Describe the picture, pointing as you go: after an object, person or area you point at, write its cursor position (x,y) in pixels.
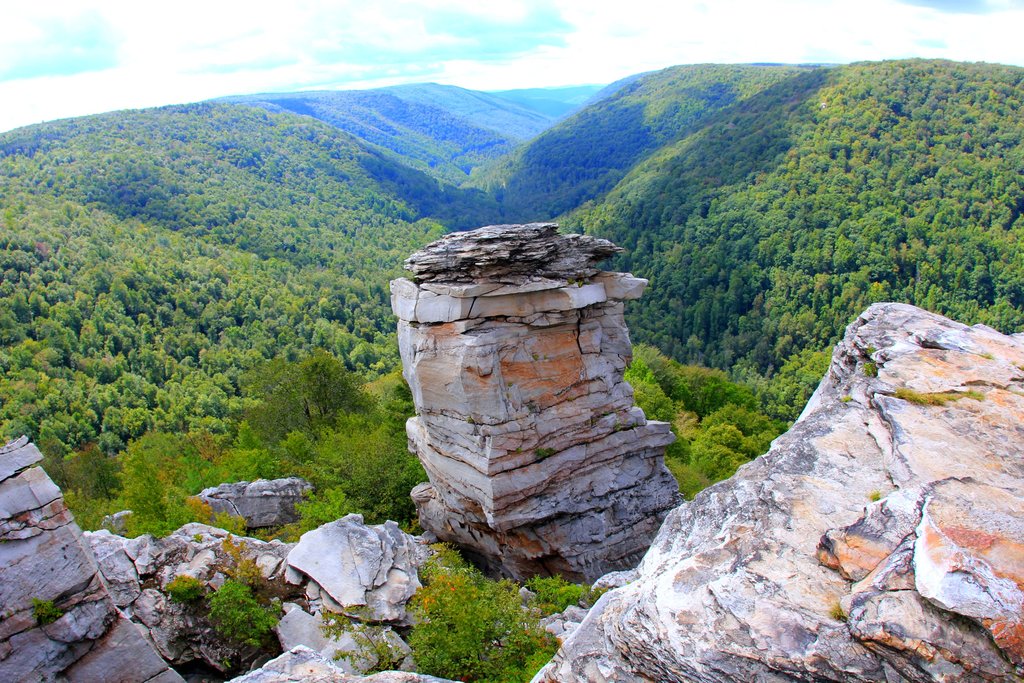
In the image we can see mountains (640,263), trees (663,270), rocks (607,502) and the sky (125,56).
